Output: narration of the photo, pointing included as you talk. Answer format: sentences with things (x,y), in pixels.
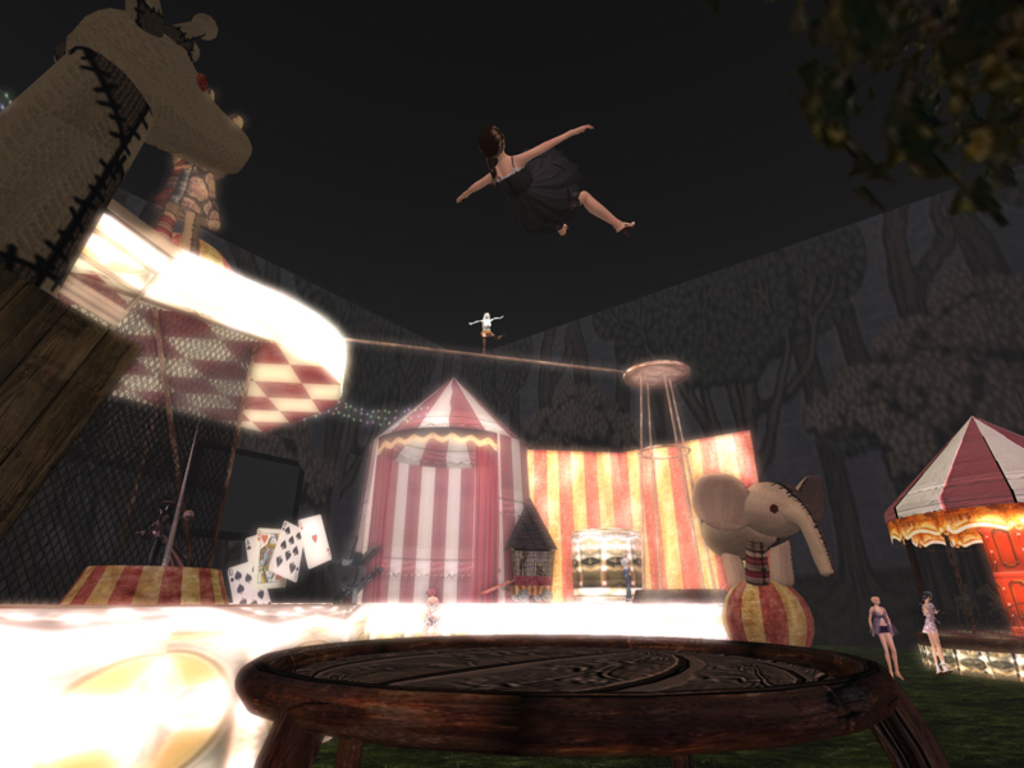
In this image we can see an animated picture of several women (891,655). In the center of the image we can see a tent (507,518), a group of cards (308,539). On the left side of the image (133,470) we can see a fence (148,464). In the foreground (763,506) we can see a doll (781,538) and a ball (744,609).
